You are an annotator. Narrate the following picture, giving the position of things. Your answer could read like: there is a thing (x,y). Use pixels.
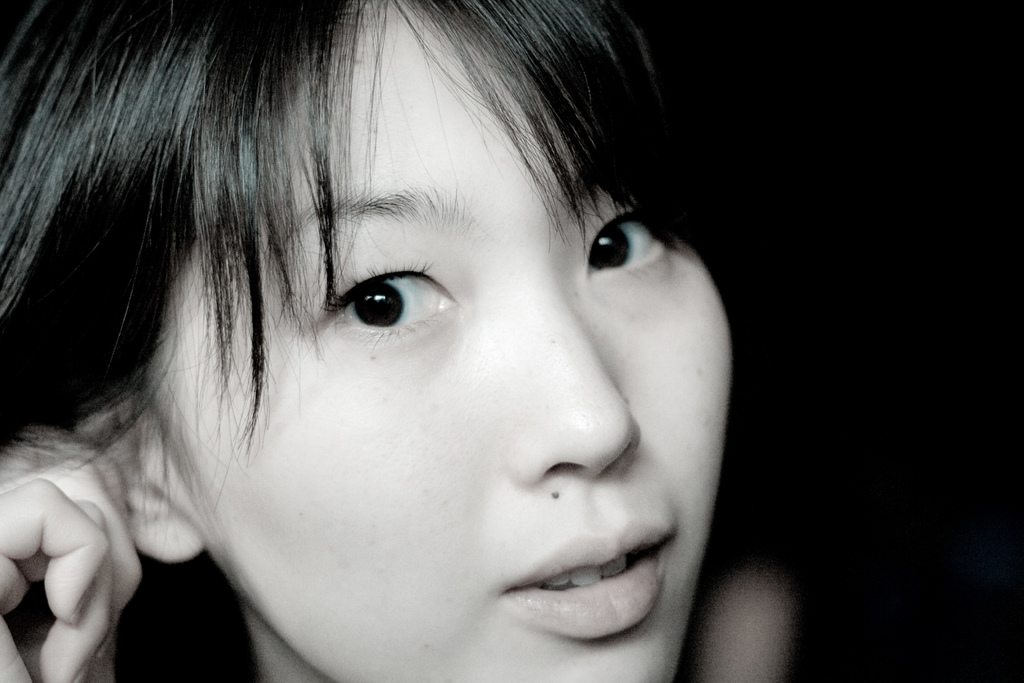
In this image I can see the person (142,26) and the image is in black and white.
